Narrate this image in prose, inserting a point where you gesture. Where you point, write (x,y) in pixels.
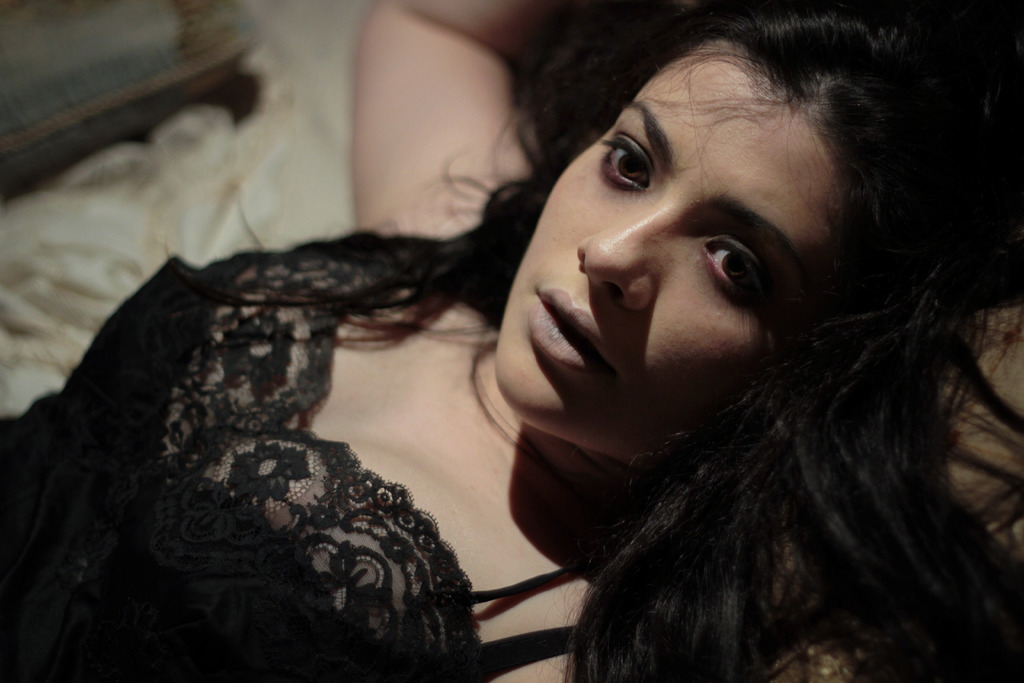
The picture consists of a woman (563,347), she is wearing a black dress (251,424).
